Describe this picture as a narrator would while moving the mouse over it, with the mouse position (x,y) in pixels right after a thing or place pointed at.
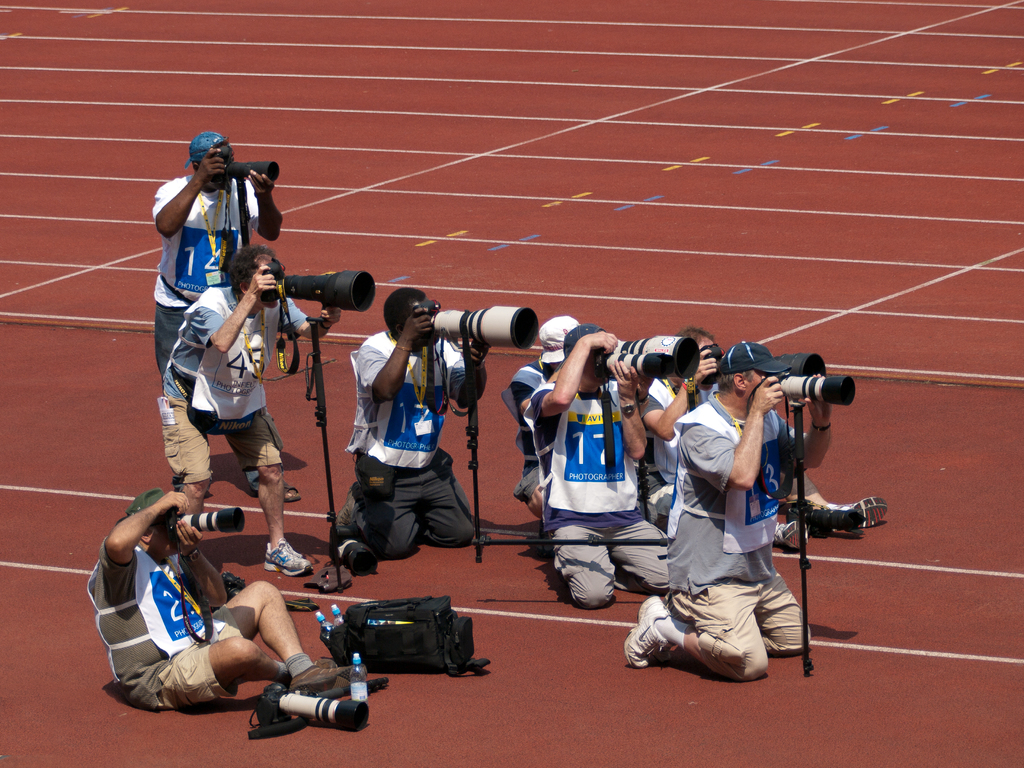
In the picture we can see a brown color surface (203,707) on it, we can see some people (821,403) are sitting on the knees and two people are standing, they all are capturing something with the cameras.
